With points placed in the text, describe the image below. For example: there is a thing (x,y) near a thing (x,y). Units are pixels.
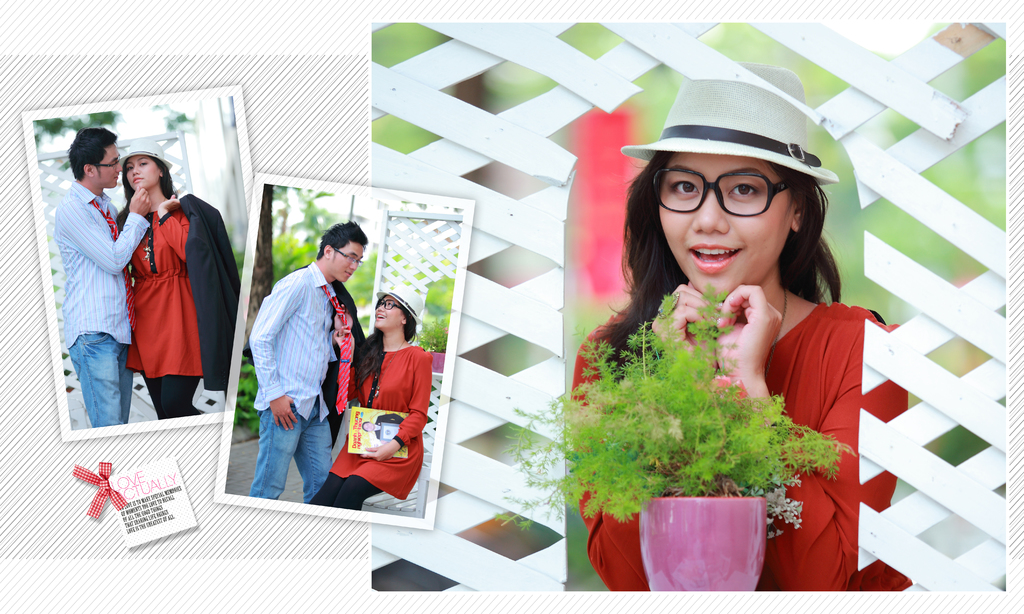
In this image we can see collage photos. There are three photos (505,420) in the image. There is a plant pot (704,518) in the image. There are few persons (399,399) in the image. There is some text (166,499) at the left bottom of the image (152,512).
